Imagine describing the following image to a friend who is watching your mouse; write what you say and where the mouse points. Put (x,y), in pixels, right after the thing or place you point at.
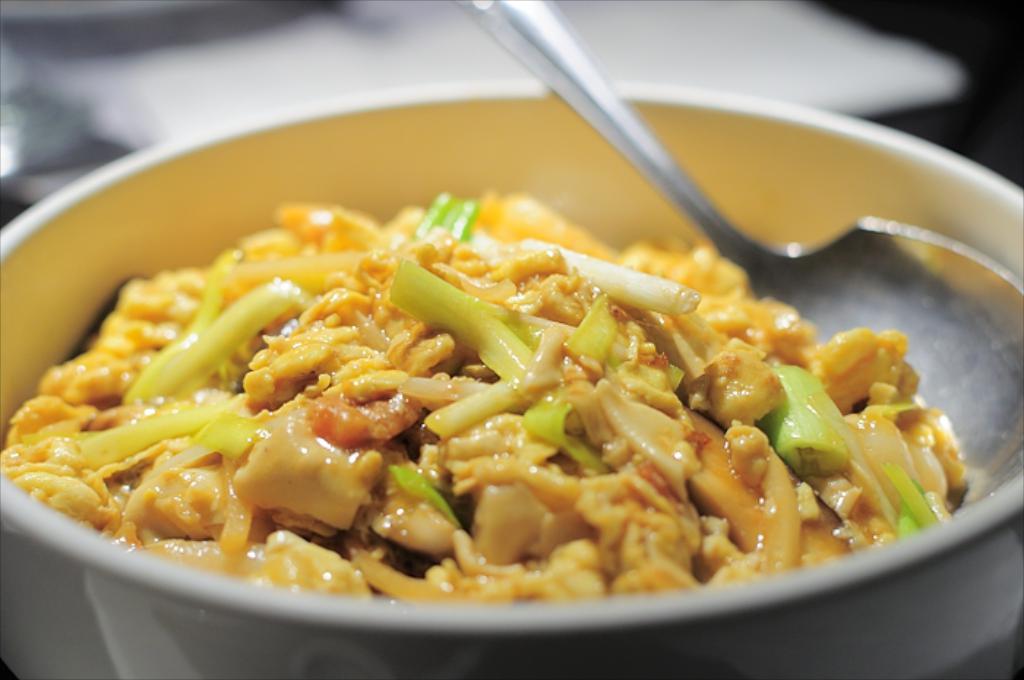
In this image we can see a food item (85,472) in a bowl (865,671) with a spoon (963,386) and one plate (306,68).
